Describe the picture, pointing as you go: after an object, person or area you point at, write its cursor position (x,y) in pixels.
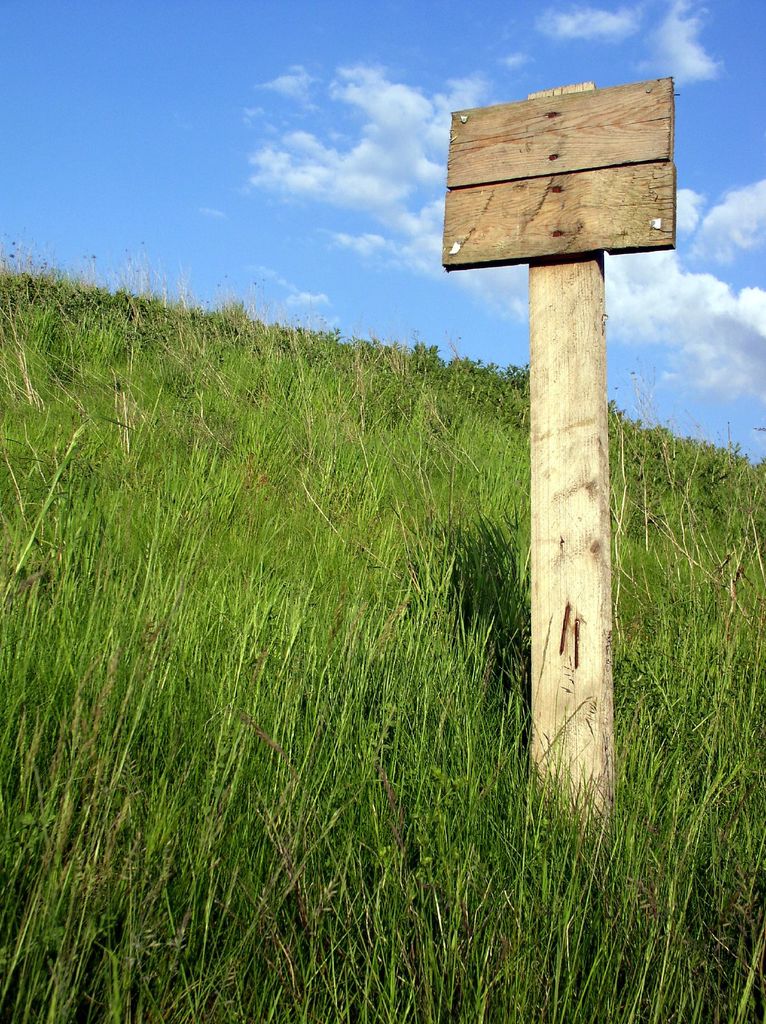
On the right side of the image (528,162) we can see a wooden board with pole (578,356). In the background of the image (521,596) we can see the grass (364,554). At the top of the image (440,56) we can see the clouds (694,382) are present in the sky (448,336).
